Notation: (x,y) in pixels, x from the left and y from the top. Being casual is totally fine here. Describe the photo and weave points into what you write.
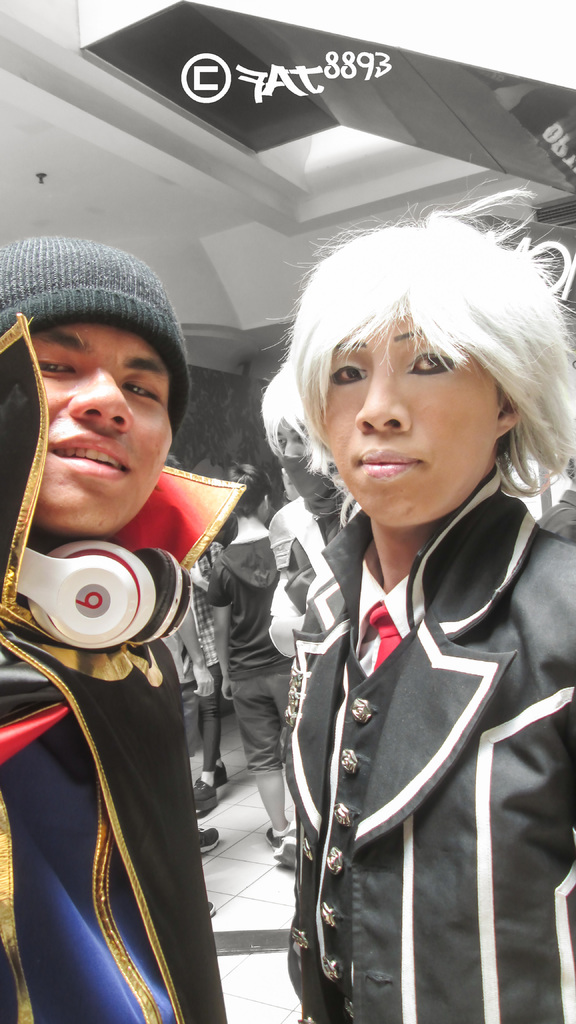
In this picture I can see two persons (15,402) standing, and in the background (209,690) there are group of people (258,757) standing and this is looking like a watermark (311,79) on the image.
